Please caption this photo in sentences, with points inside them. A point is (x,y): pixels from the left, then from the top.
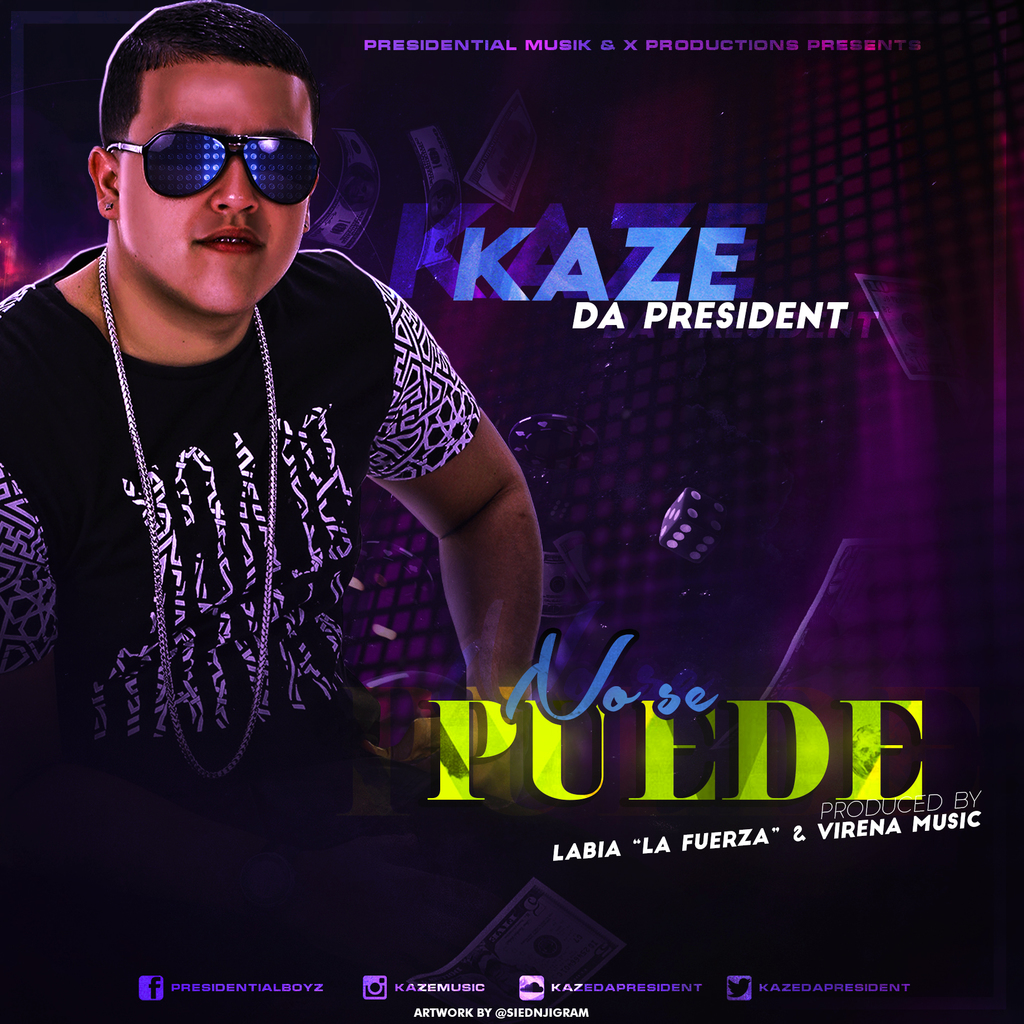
We can see poster (186,443), on this poster (188,513) we can see a man (173,552) wore glasses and some text (599,779).
